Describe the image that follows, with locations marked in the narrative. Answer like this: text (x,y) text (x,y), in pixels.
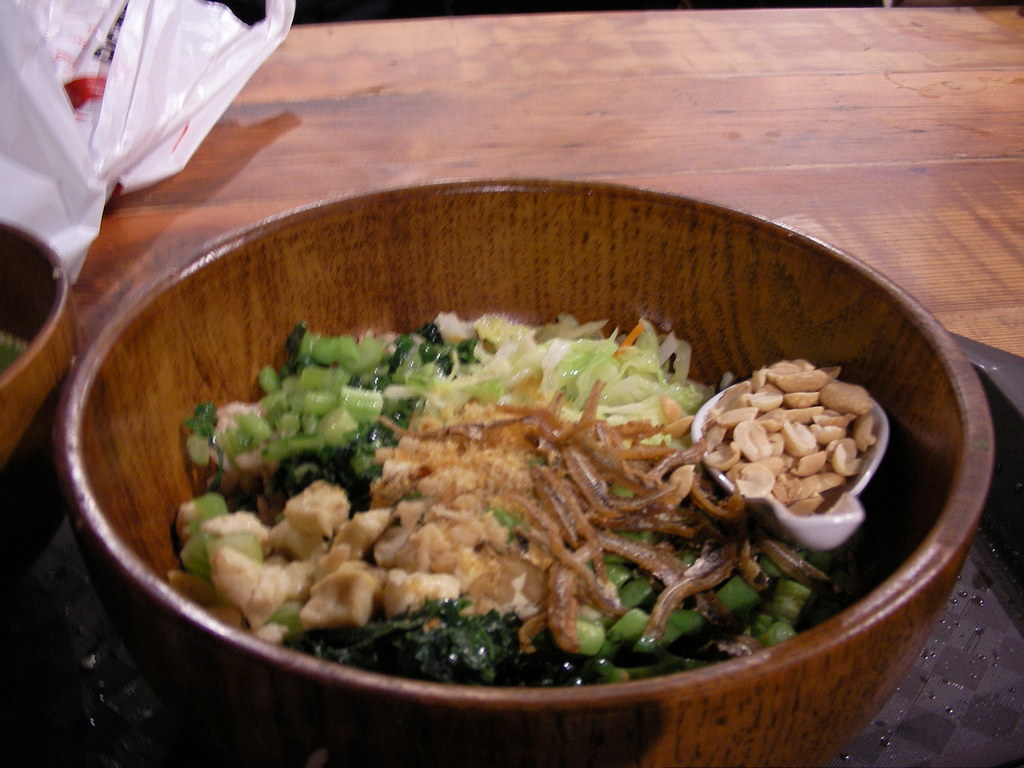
We can see bowls (40,273), tray (1001,524) and cover (114,114) on the table (523,142).
